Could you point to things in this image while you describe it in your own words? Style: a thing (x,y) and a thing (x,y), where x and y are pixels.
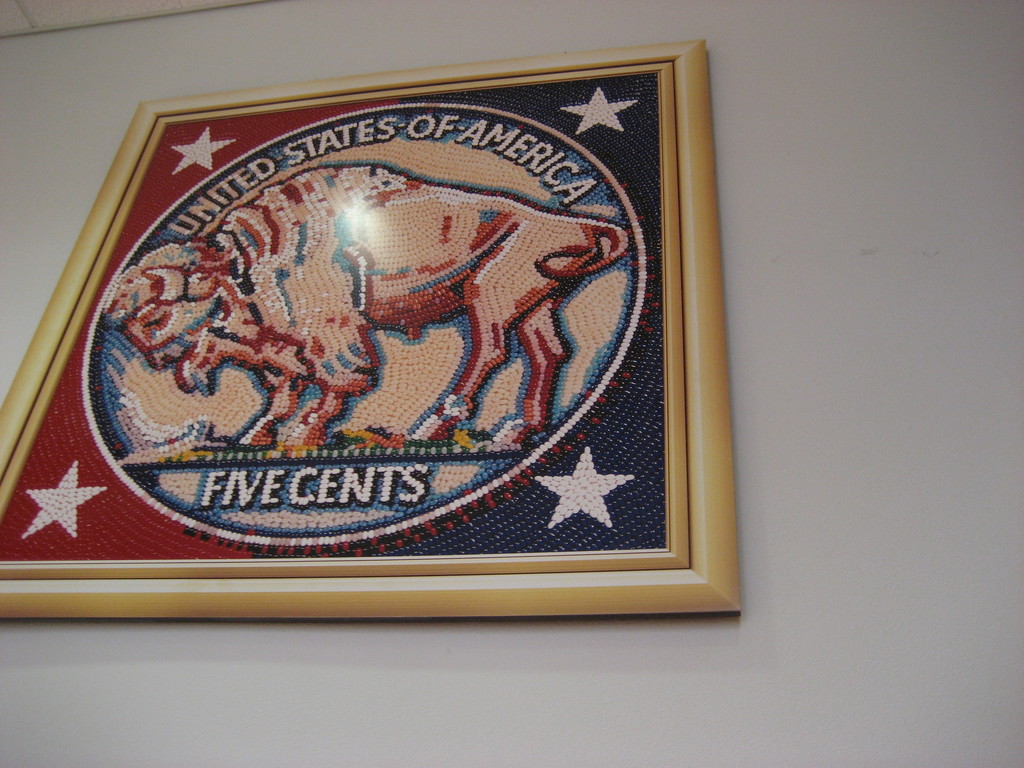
In this image, there is a frame (689,331) on the wall (764,455).
